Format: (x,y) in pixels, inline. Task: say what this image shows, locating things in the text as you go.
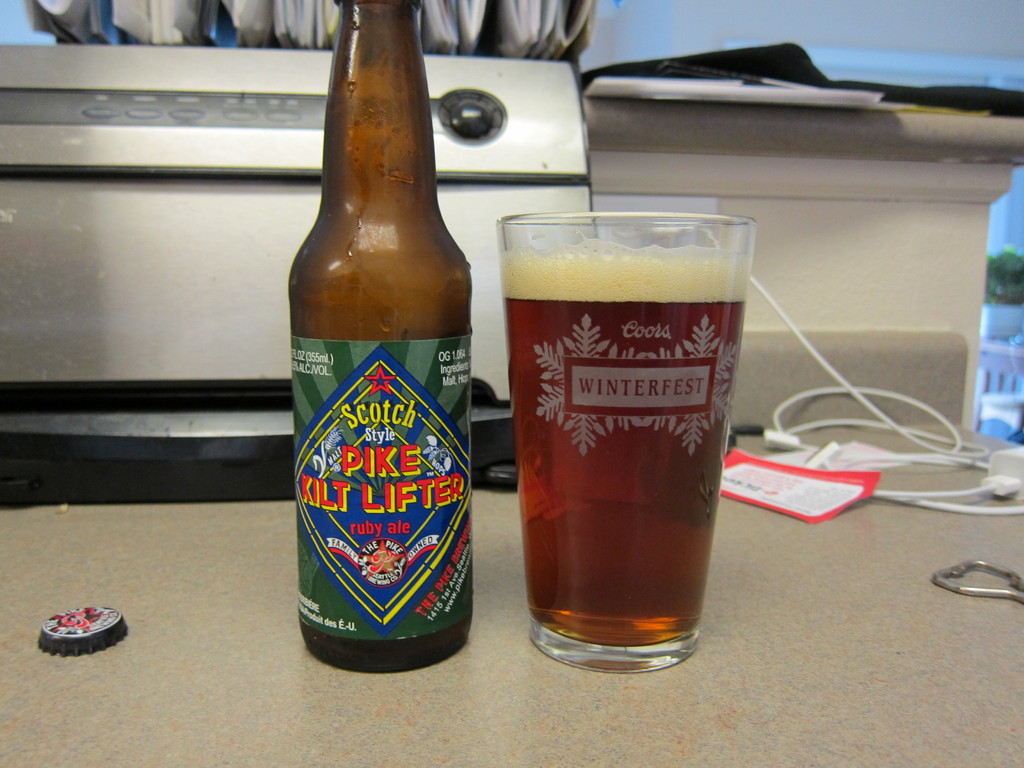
This image consists of a bottle scotch (412,484) and a glass (569,507) are kept on the table (550,669). In the background (144,200), there is a machine (433,118). To the right (971,490), there is a mobile charger (933,459).
